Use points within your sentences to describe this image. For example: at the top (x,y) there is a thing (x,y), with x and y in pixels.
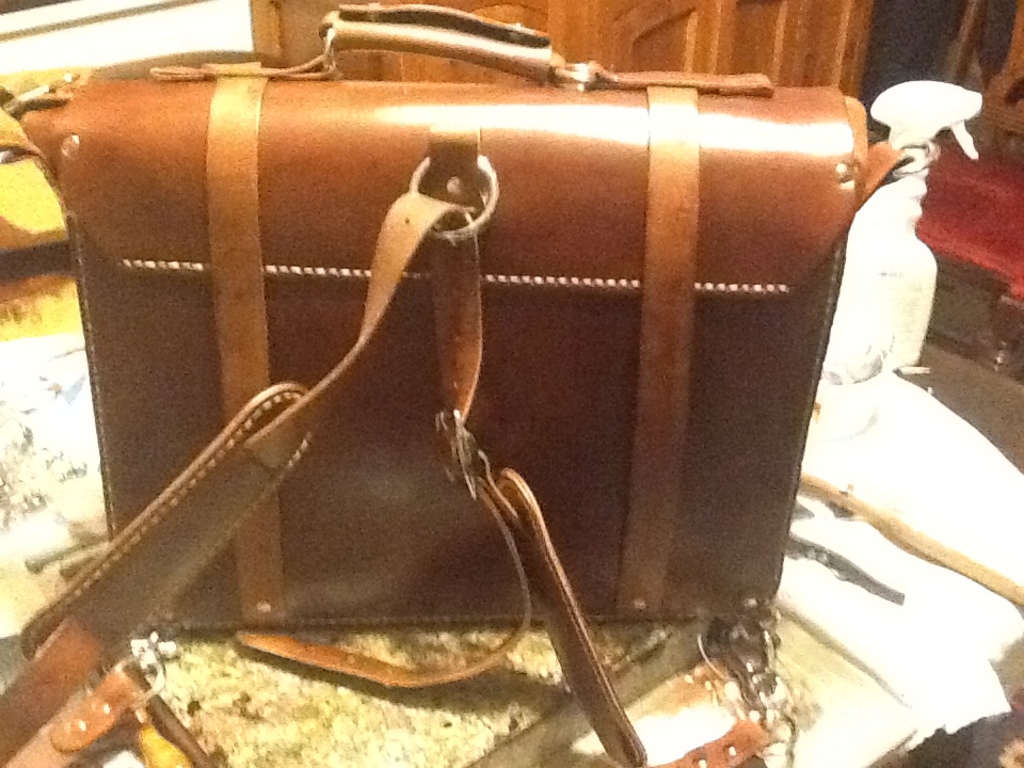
On the table (469,738) there is a bag (403,290), spray bottle (899,244). In the background (817,34) we can see a door (733,26) and chair (945,184).
